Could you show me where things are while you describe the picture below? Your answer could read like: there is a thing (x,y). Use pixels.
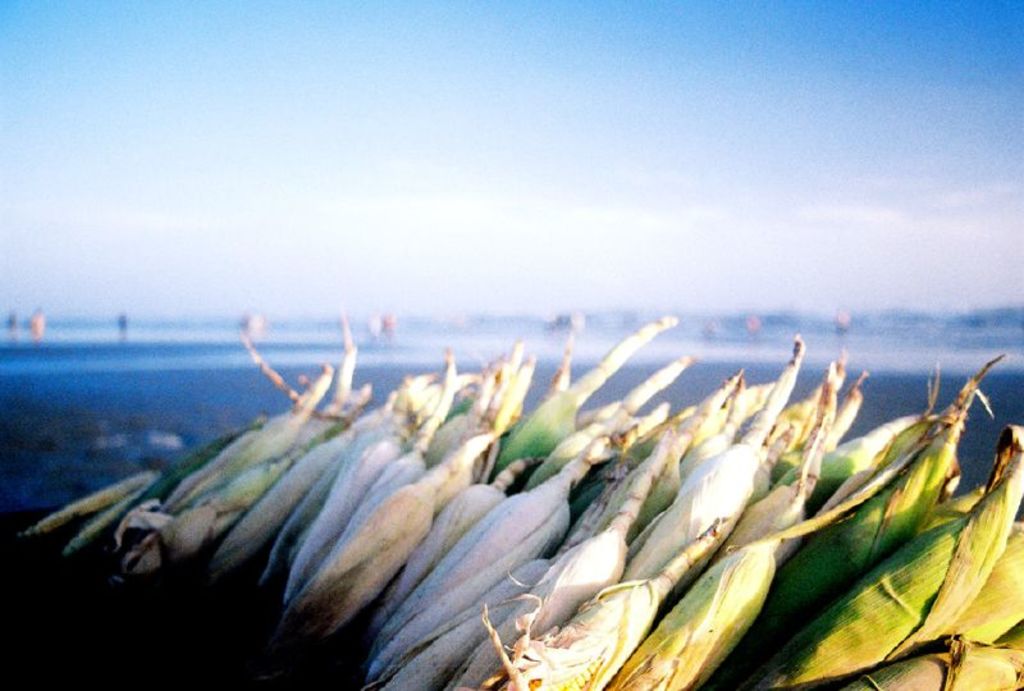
In this image, we can see there are corns (294,429) arranged on a surface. In the background (943,106), there are clouds (343,173) in the blue sky (724,45). And the background (923,319) is blurred.
